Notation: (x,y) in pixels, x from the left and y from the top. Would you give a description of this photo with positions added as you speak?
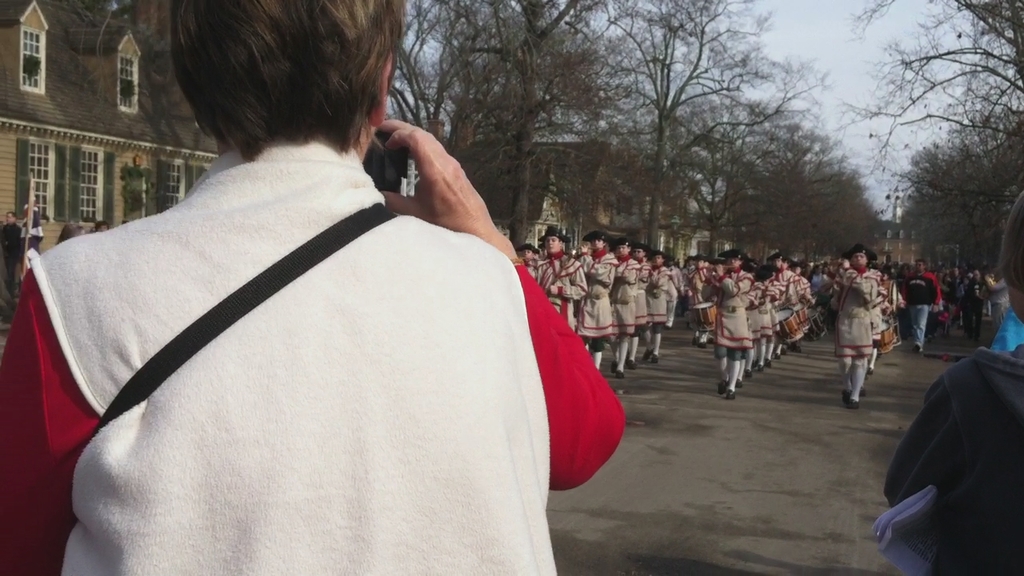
In the center of the image (656,300) we can see group of persons (644,307) marching on the road (699,353). On the left side of the image (125,97) we can see a person (420,324), building (176,105) and trees (394,117). On the right side of the image (1010,172) we can see persons (934,270) and trees (946,187). In the background (902,176) there are buildings (570,172), trees (785,183) and sky (804,61).
